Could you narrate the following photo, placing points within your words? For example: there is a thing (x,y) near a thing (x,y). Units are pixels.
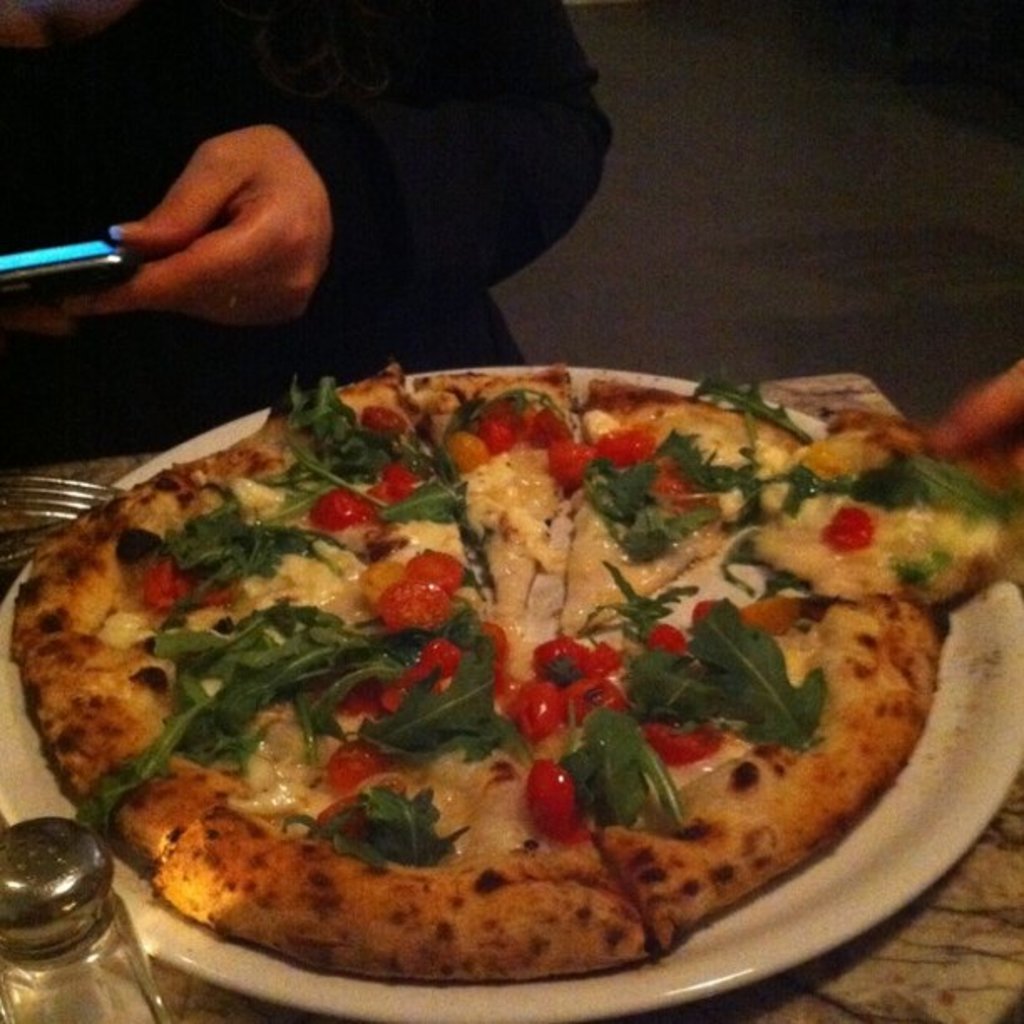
In this image, we can see a pizza (339,528) is placed on the white plate (676,954). Left side of the image (112,1002), we can see a container (79,910) and fork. These items (619,954) are placed on the surface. Top of the image (78,272), there is a human (179,302) is holding a mobile (79,257).
